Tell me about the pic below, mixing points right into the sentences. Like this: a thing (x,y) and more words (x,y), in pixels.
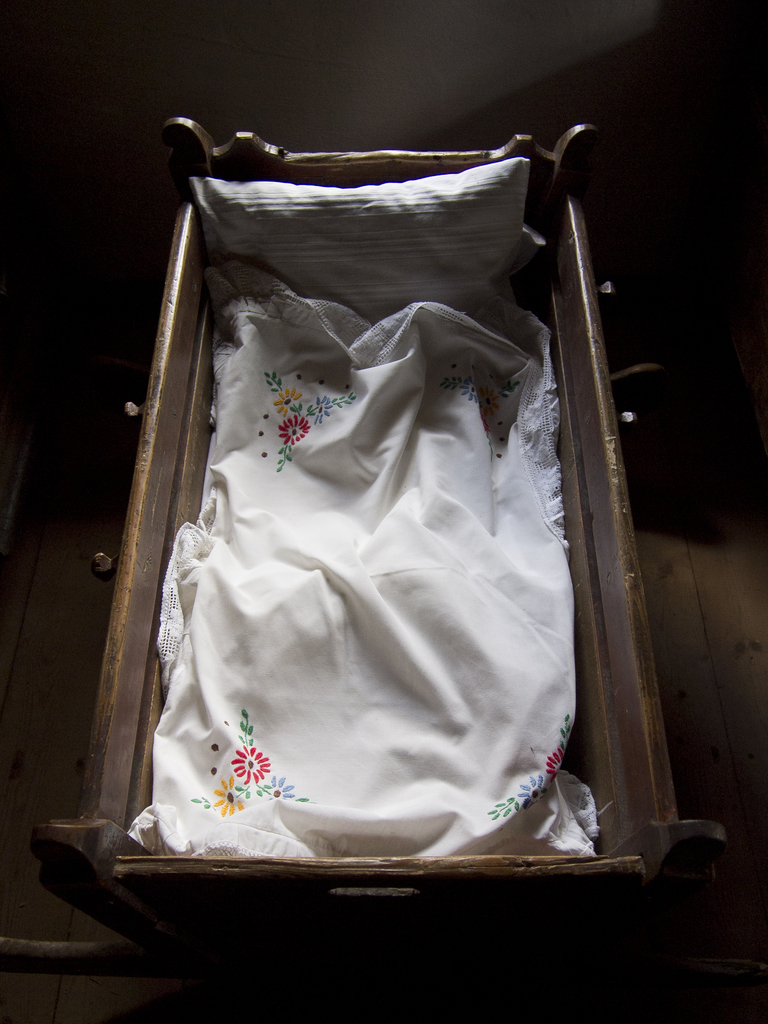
In this image we can see a wooden swing (207,447) on the floor (669,552). In the swing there is a pillow (381,269) and designed white color cloth (356,608).
